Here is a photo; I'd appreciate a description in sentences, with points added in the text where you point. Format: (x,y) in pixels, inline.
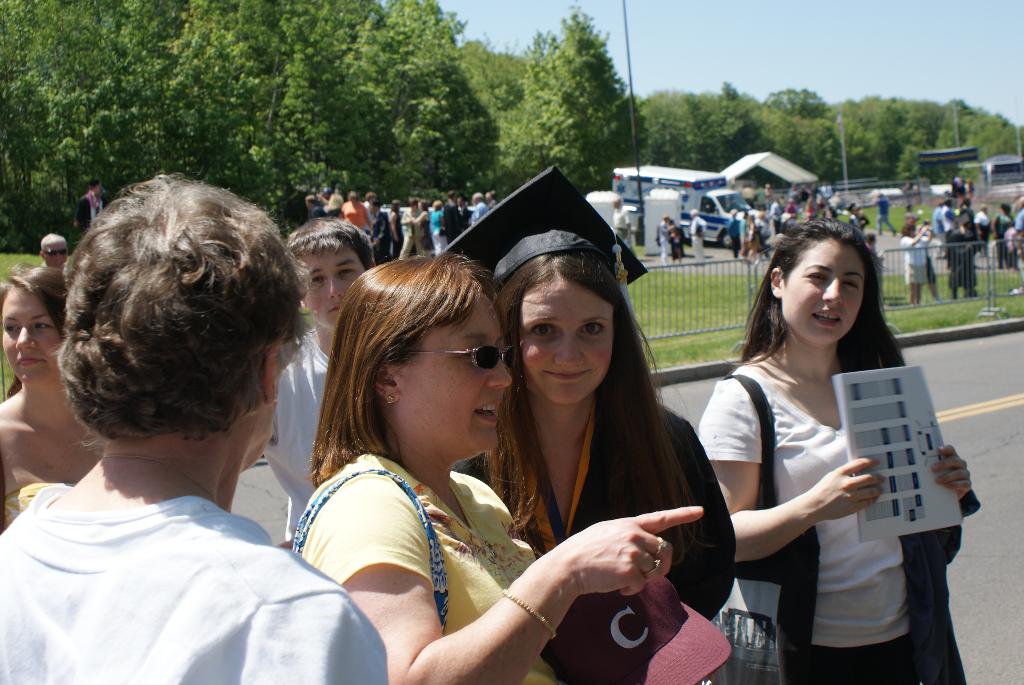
In this picture we can see some people (281,415) on the road (689,405) and at the back of them we can see the grass (730,299), fence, group of people (617,215), vehicle (646,191), tents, poles (846,181), trees (938,121) and some objects (858,196) and in the background (881,33) we can see the sky (795,54).
